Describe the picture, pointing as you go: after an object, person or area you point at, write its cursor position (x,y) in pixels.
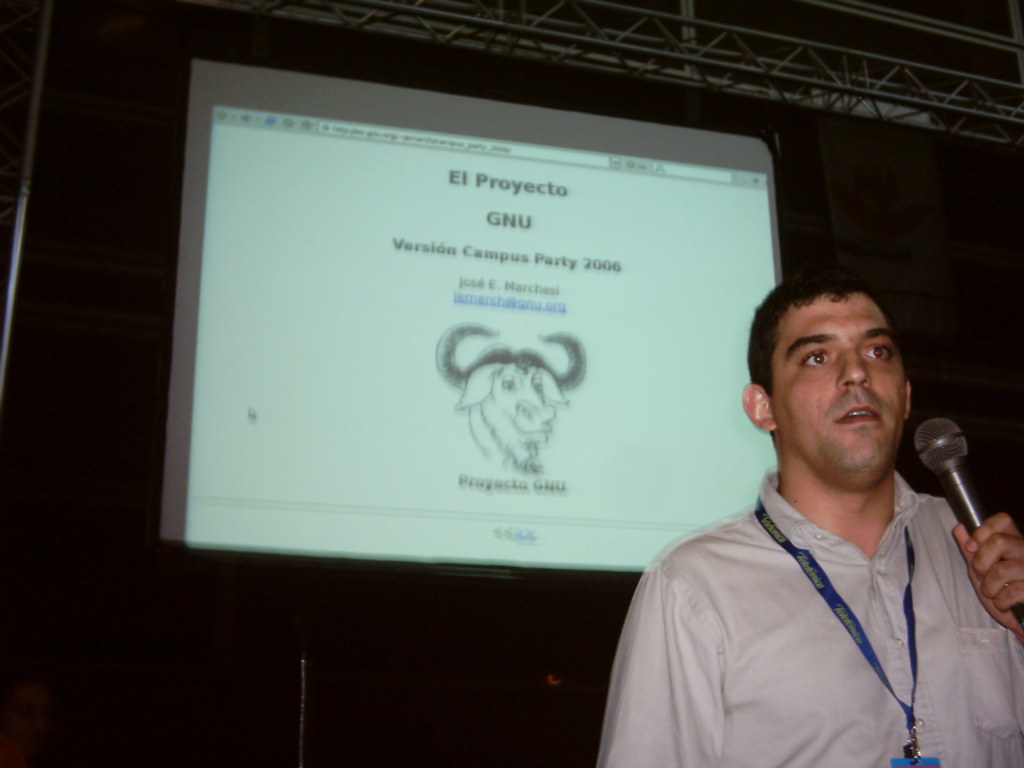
a person (870,625) at the right (745,633) is holding a microphone (943,455) in his hand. behind him there is a projector display (379,453). on the display (415,332) version campus party 2006 (598,267) is shown.
